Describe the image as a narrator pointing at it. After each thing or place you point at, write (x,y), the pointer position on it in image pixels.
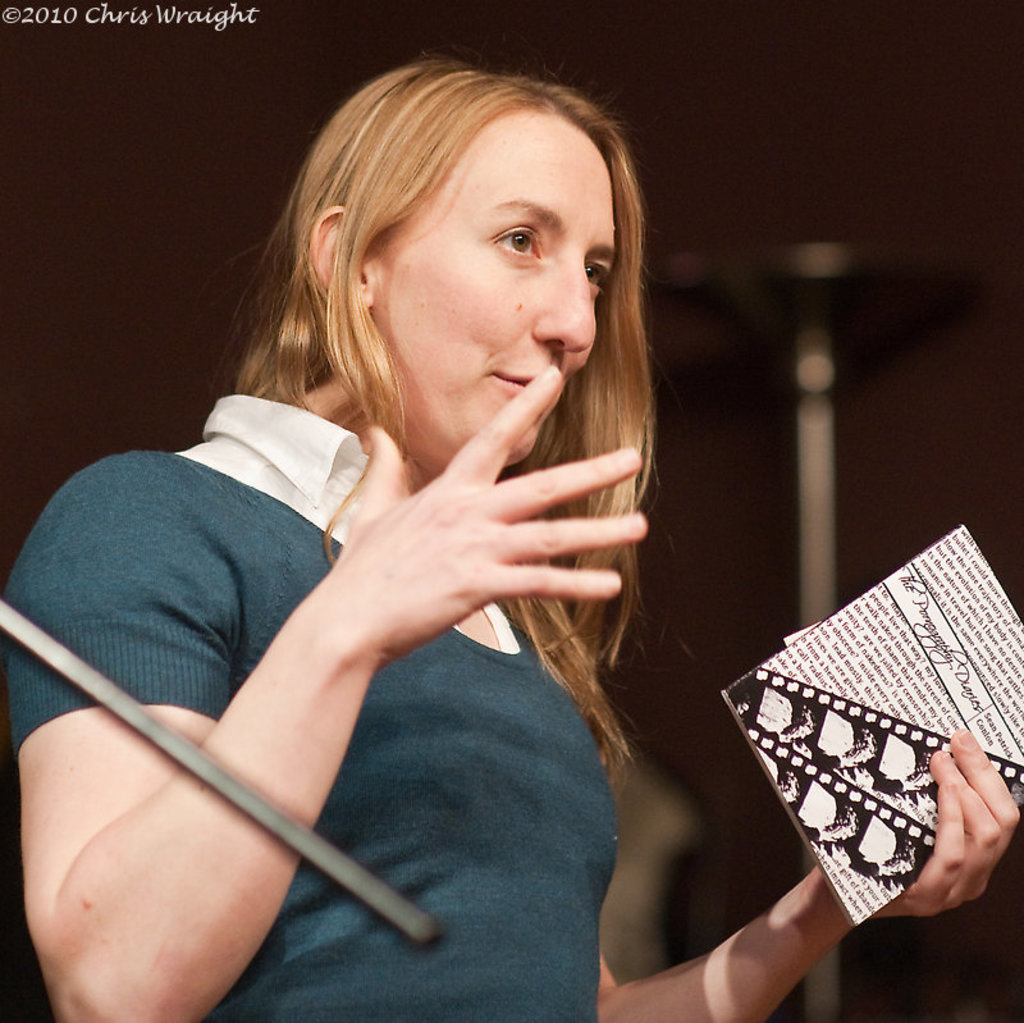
In this picture we can see a woman (415,763) holding a book (881,820) with her hand (966,813). And there is a dark background (968,411).
